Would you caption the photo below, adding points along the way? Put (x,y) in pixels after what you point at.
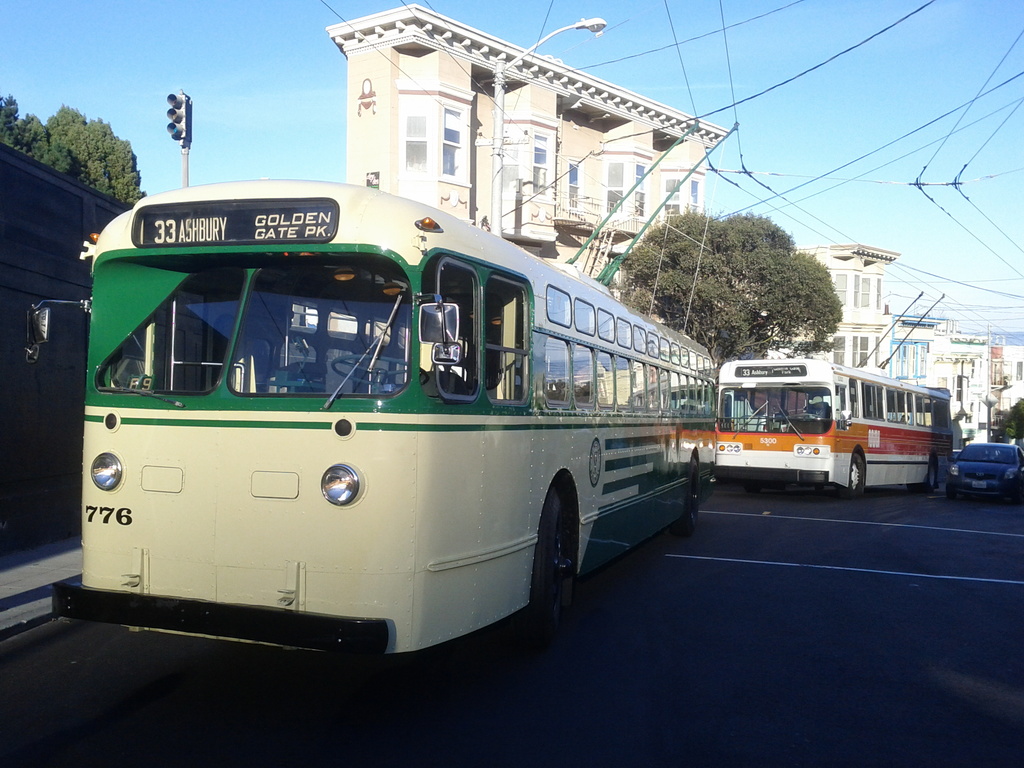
This picture shows couple of buses (711,458) and a car (993,472) moving on the road (203,713) and we see buildings (907,356) and trees (652,279) and a pole light (500,209) and a traffic signal pole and we see a blue sky (775,97).
